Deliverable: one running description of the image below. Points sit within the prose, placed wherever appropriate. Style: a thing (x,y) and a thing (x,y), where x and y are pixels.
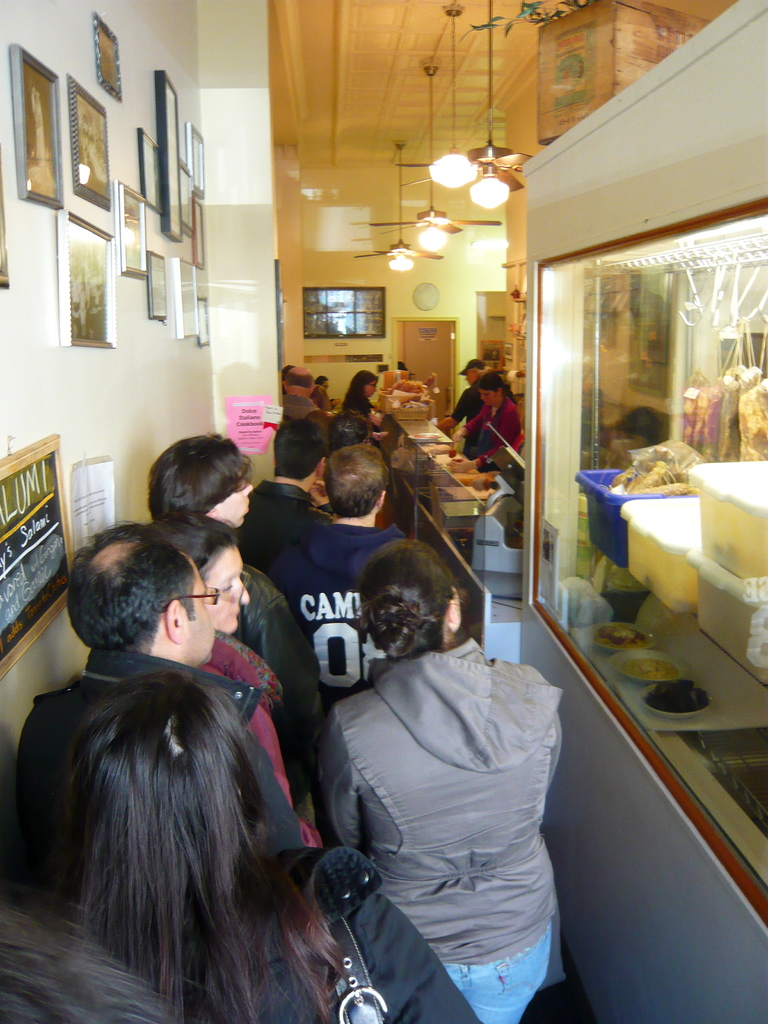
In this image I can see a group of people (388,599) are standing and wearing different color dresses (268,663). I can see few frames (104,317) attached to the wall (167,351). In front I can see few lights (444,241) and few objects (464,504) on the table (448,443).
